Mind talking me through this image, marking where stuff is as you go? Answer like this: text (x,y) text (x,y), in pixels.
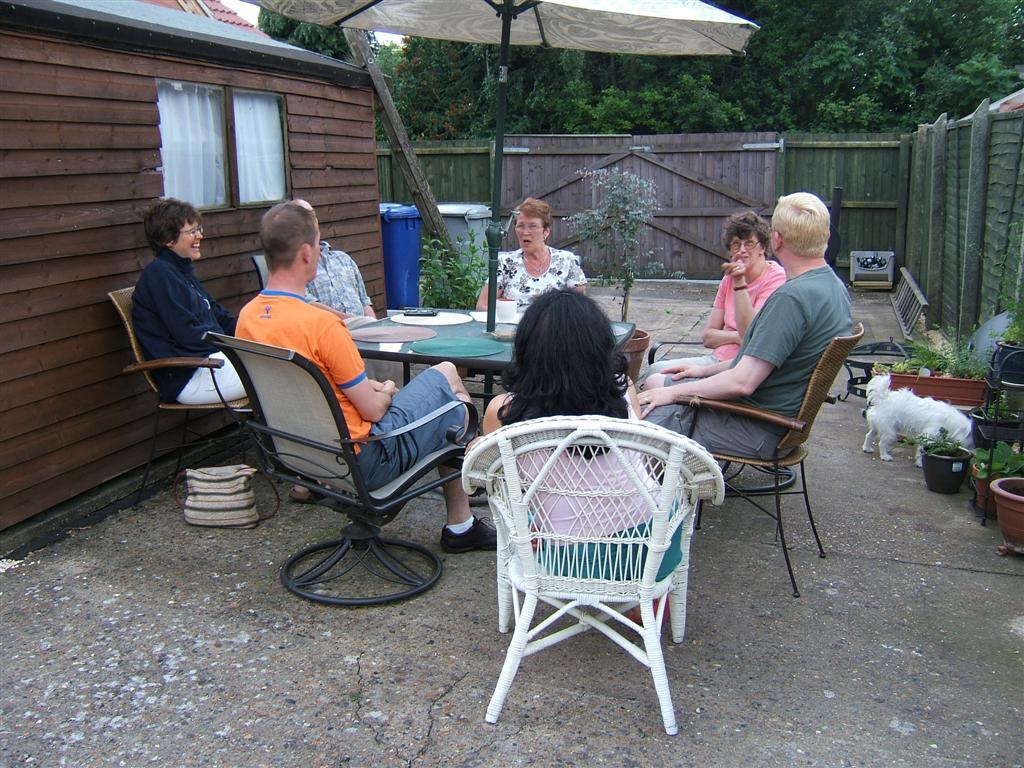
This picture is taken outside the room. Here, we see seven people (327,312) sitting on chair (662,582) in front of table (452,358) on which we see many plates (431,332) and a cup (506,317). In the middle of the picture (682,358), woman (730,311) wearing pink t-shirt (725,314) is talking to the man (780,296) beside her who is wearing grey t-shirt (808,308). Beside them, we see a white puppy (880,427). Beside the puppy (966,433), we see many flower pots (944,473) and these people (786,314) are sitting in veranda (77,644). Beside them on the left corner of the picture (333,71), we see a house (105,145) which is brown in color. Behind them, we see a wooden fence (848,166) and behind the wooden fence (952,206), we see trees (859,72).
